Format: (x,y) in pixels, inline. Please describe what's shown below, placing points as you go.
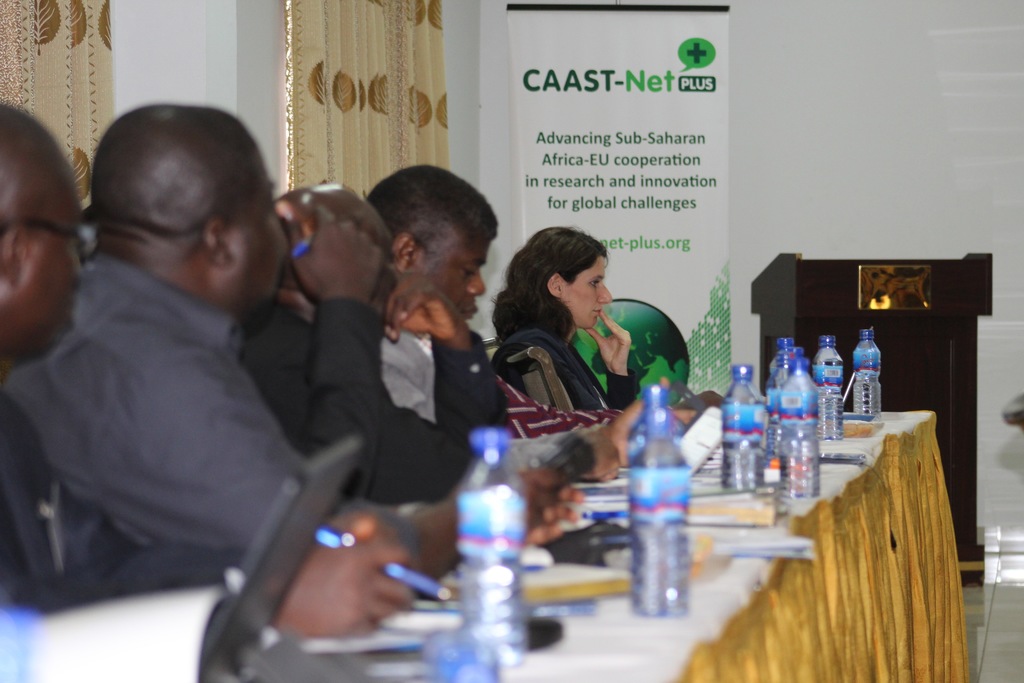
In this image there is a table (703,583), on that table (716,572) there are books (715,491) and bottles (801,436), beside the table (917,446) there are people (229,503) sitting on chairs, in the background (826,166) there is a podium (887,306), wall (885,28) and a poster (664,35), on that poster (606,128) there is some text (617,148), and there are curtains (87,71).
